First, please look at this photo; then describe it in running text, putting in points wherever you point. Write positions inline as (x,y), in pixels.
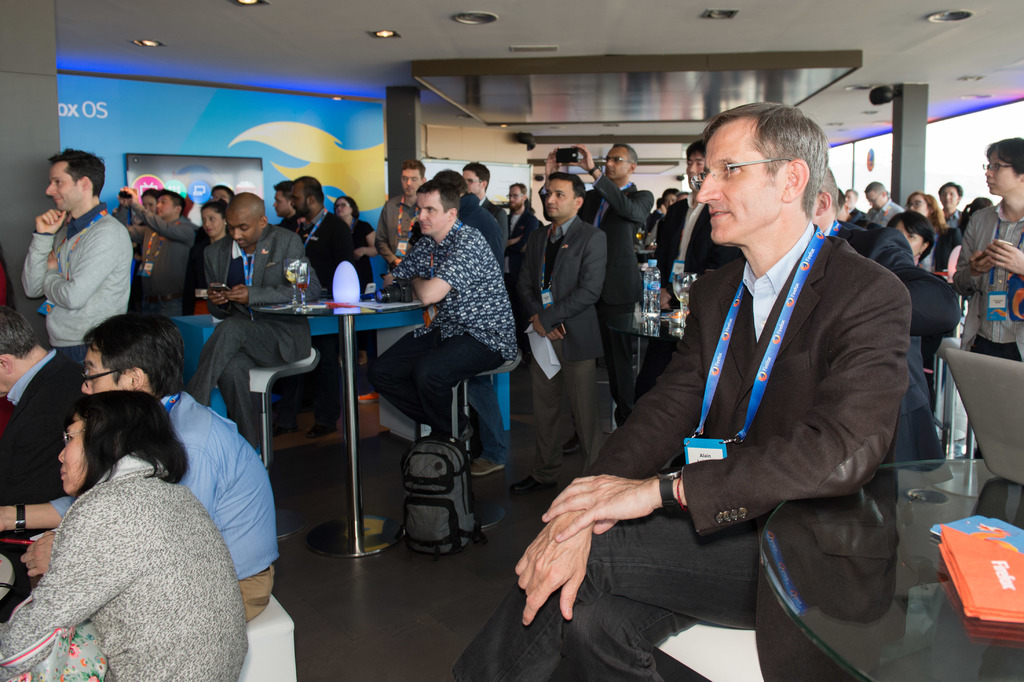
In this picture we can see a group of people (787,472), some people (642,550) are wearing id cards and in the background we can see a roof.
